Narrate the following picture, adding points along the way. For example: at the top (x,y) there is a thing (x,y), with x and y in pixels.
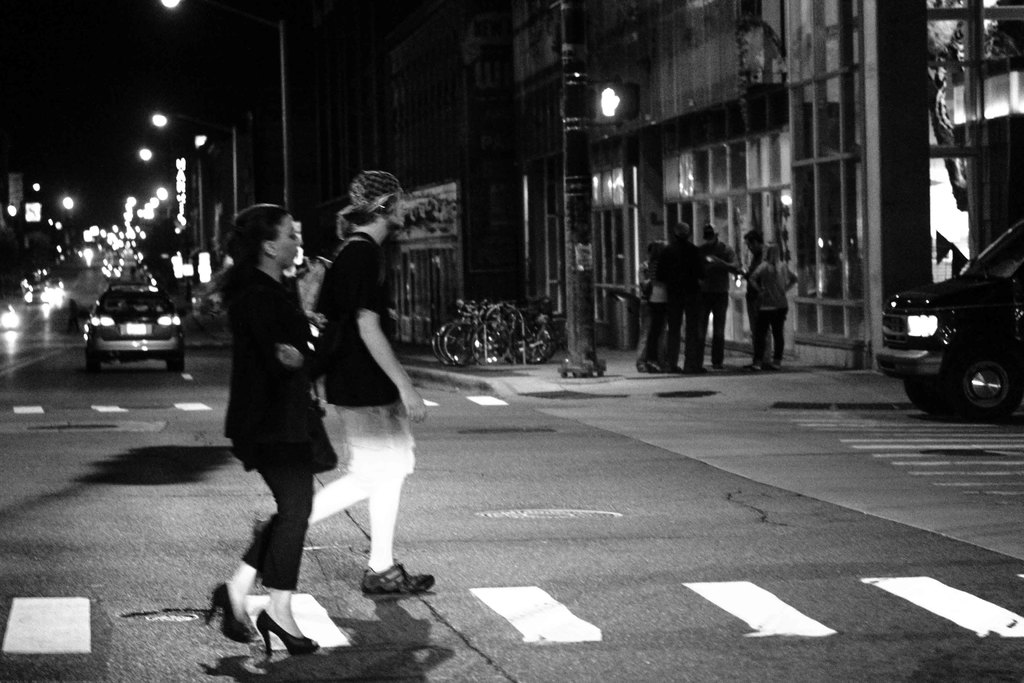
In this image I can see some people (756,285). I can see some vehicles (102,335) on the road (49,374). I can see the lights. I can also see the image is in black and white in color.
